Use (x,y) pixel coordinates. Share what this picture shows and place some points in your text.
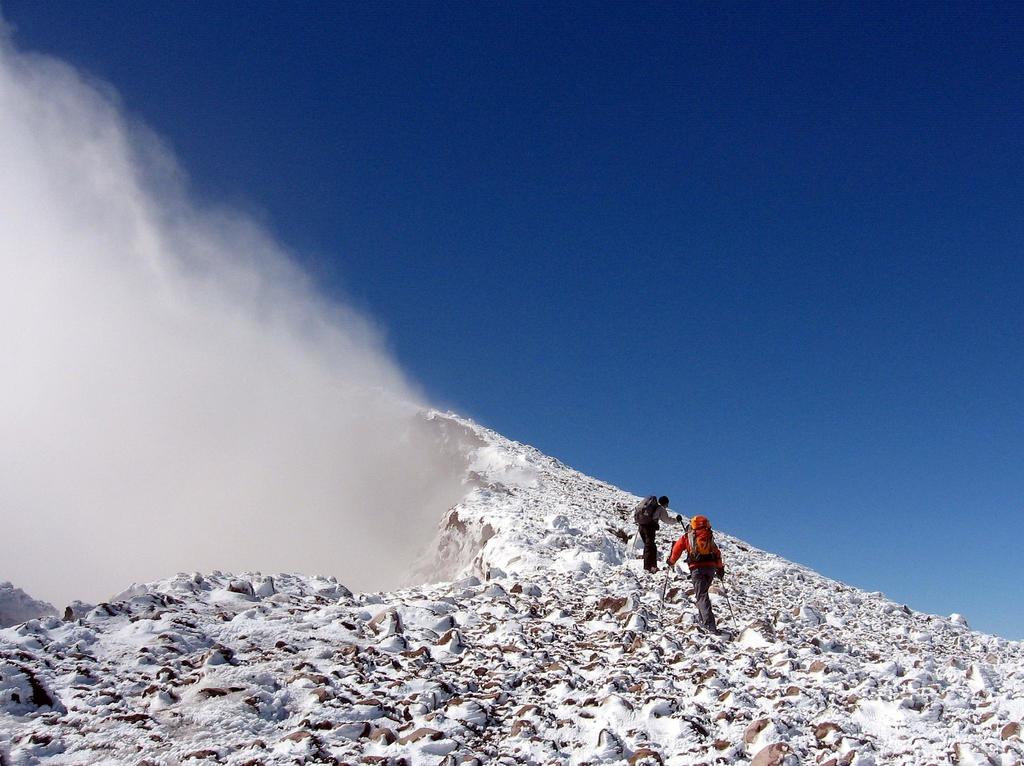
In the center of the image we can see two persons (666,511) are standing and they are holding sticks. And we can see they are wearing backpacks (699,562). In the background (704,397), we can see the sky (811,67), snow (420,626), smoke (353,449) and a few other objects (344,631).
